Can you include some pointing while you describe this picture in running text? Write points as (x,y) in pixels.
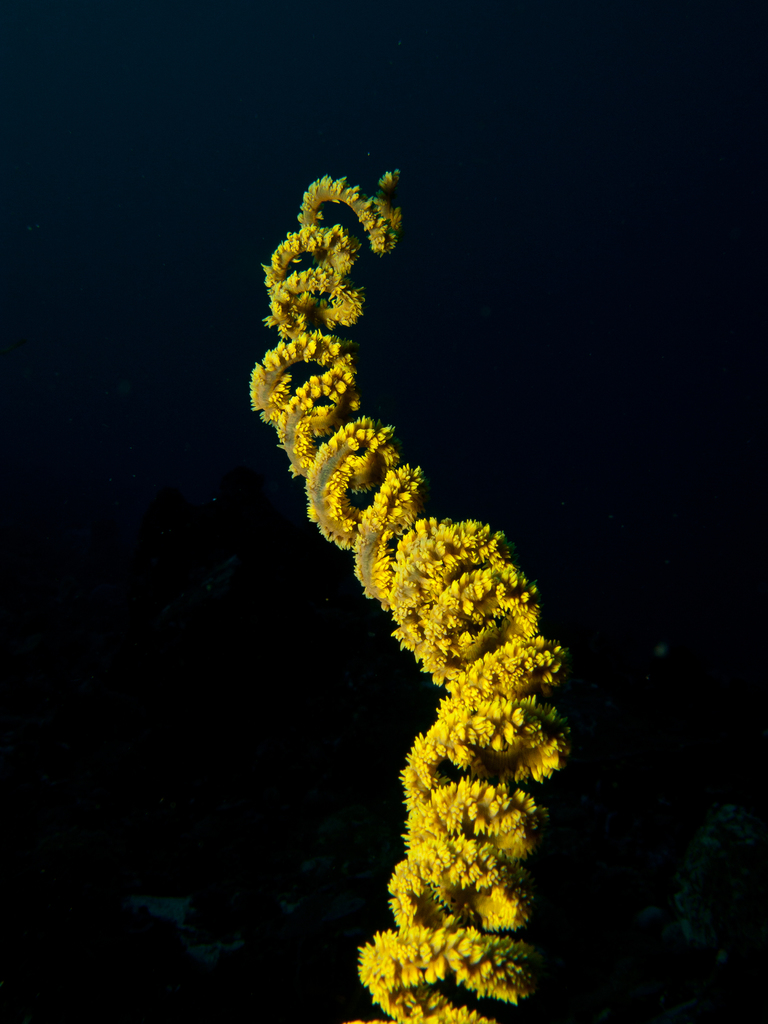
In this image the background (347,110) is dark. In the middle of the image (484,676) there is a coral (404,514).
